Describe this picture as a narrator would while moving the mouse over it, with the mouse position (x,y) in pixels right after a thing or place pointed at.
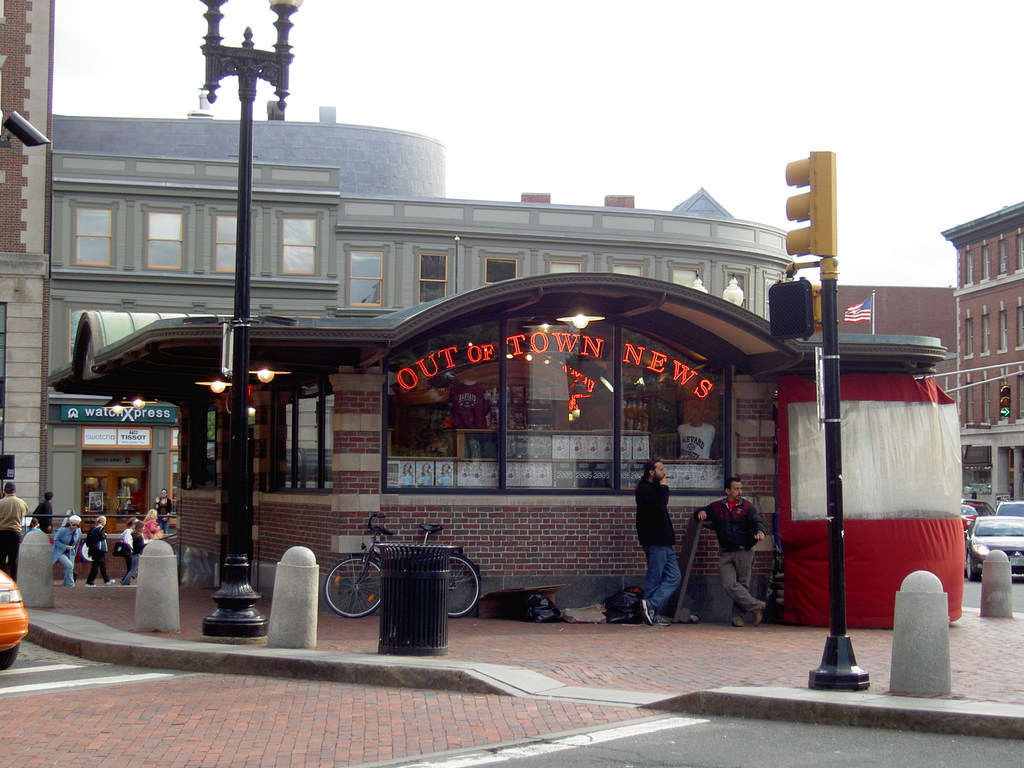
This image is clicked on the roads (258,727). In the front (479,331) there is a building (285,496). There are many people (15,502) in this image. To the left (17,633), there is a car (8,630). To the right (1008,527), there are many cars (990,534) on the road (1016,590). In the front (371,603) there is a bicycle (348,591).
